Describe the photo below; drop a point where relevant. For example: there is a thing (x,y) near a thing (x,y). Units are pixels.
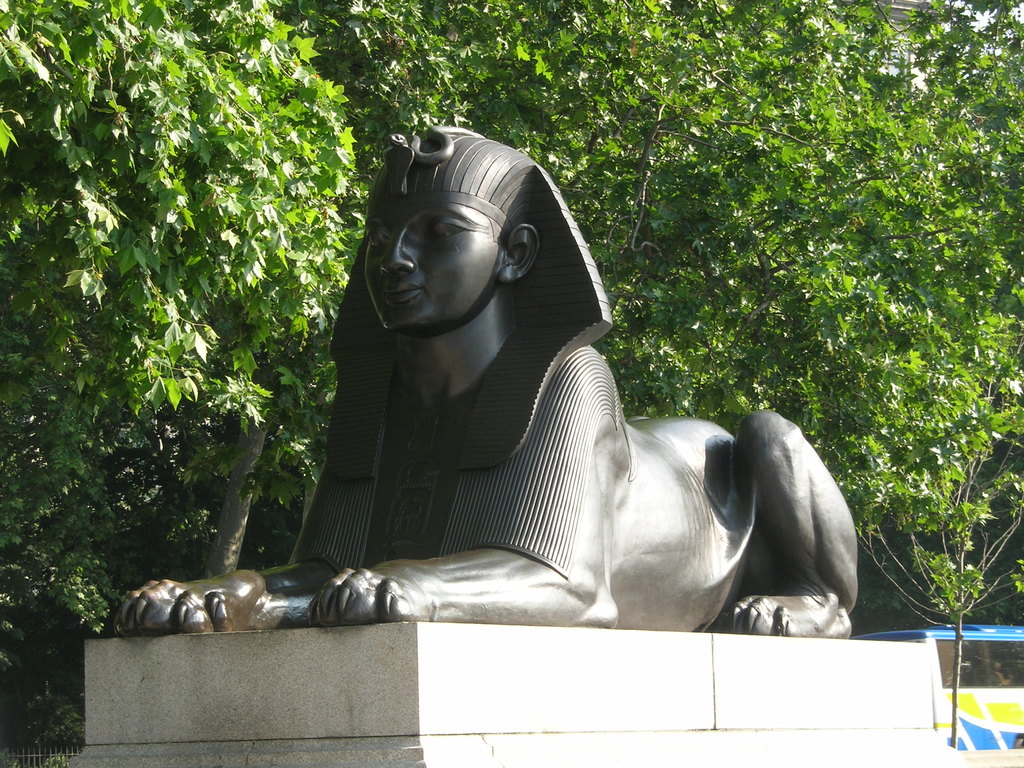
In the picture we can see a metal sculpture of a lion body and Egypt mummy face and in the background (98,138) we can see plants (801,155).
